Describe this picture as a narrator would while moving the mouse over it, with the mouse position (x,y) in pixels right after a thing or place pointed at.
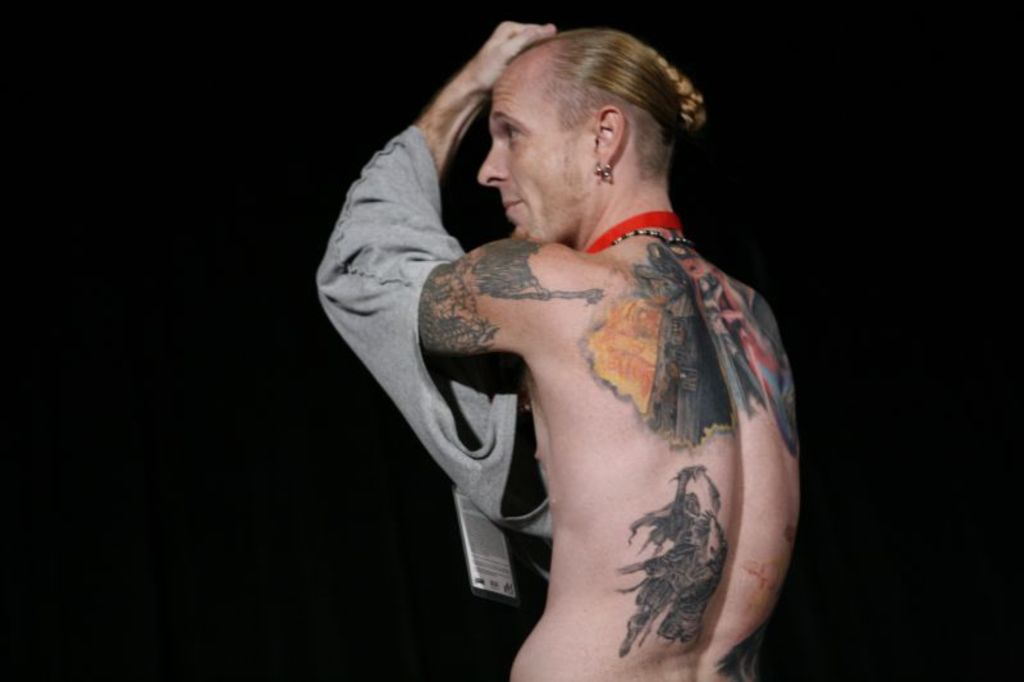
In this image we can see a person (586,299) with several tattoos (698,334).
